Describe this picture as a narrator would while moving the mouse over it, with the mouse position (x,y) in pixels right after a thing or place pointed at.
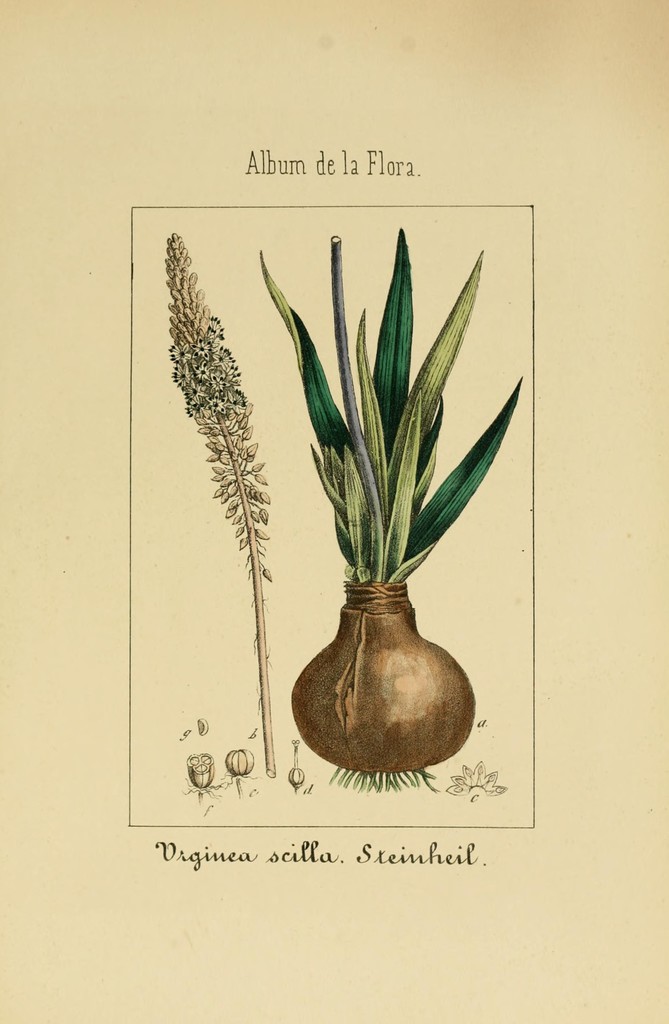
In this picture I can see there is a onion (373,675) and it has leaves (364,348) and there is a flower stalk (271,731) at left side (211,335) and there is something written at the top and bottom of the image (332,855).
